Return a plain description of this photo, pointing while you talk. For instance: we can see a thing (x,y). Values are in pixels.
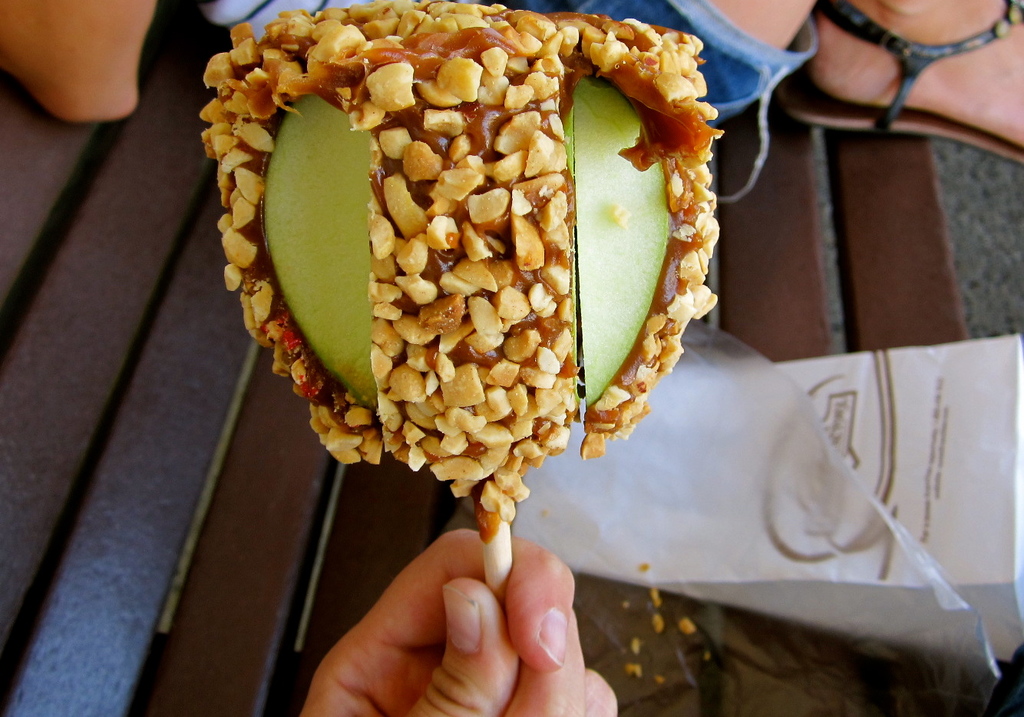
In the foreground of this picture (344,343), there is a person's hand (463,641) holding a candy (519,319) in their hand (485,614) and in the background (904,440), there are covers (840,501), and a person (779,35) sitting on the bench (40,305).
